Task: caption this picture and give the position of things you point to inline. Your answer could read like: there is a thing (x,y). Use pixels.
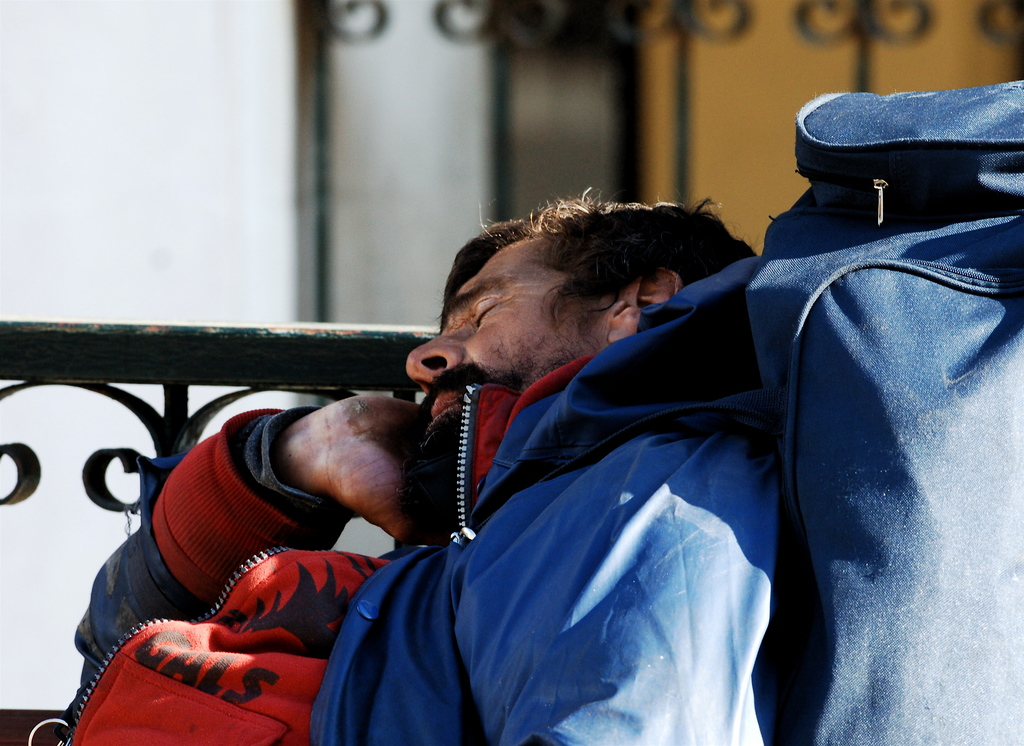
In this picture we can see a man (652,546), bag (864,283), fence (681,64) and in the background (137,122) it is blurry.
